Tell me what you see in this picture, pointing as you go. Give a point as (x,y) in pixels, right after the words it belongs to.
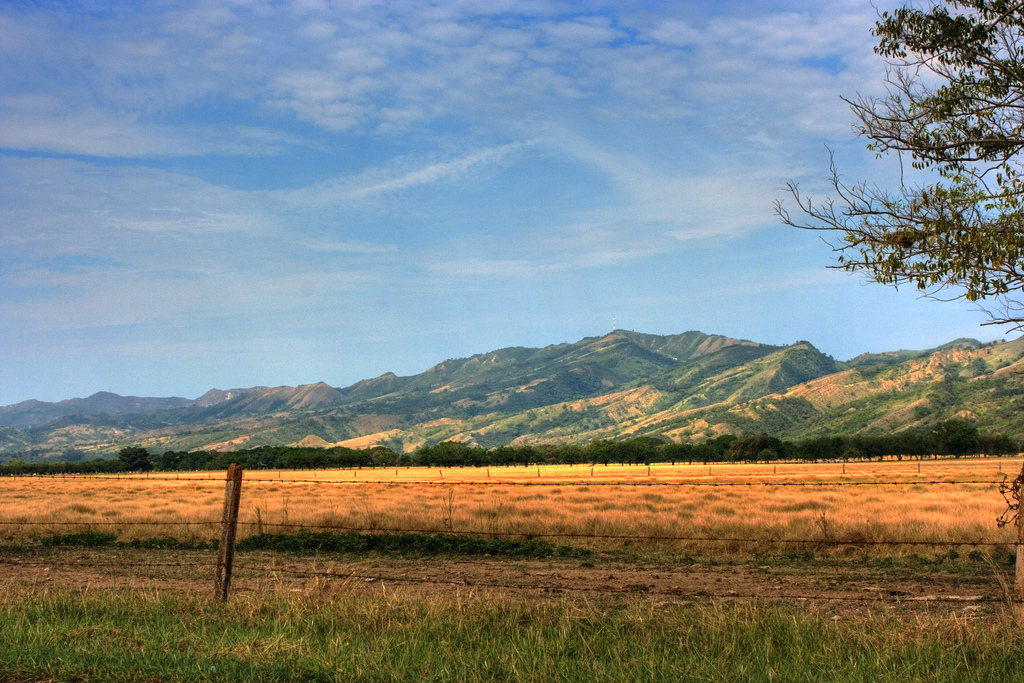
This picture is taken from outside of the city. In this image, on the right side (907,281), we can see some trees (945,426) and plants (802,553). On the left side (49,468), we can see some trees (68,471) and plants (166,540). In the background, we can see a metal fence (234,571), wood rod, trees (1004,440), plants (743,542), rocks (381,408). At the top (375,62), we can see a sky (375,62) which is a bit cloudy, at the bottom (797,552), we can see some plants (436,538) and a grass (767,659).
